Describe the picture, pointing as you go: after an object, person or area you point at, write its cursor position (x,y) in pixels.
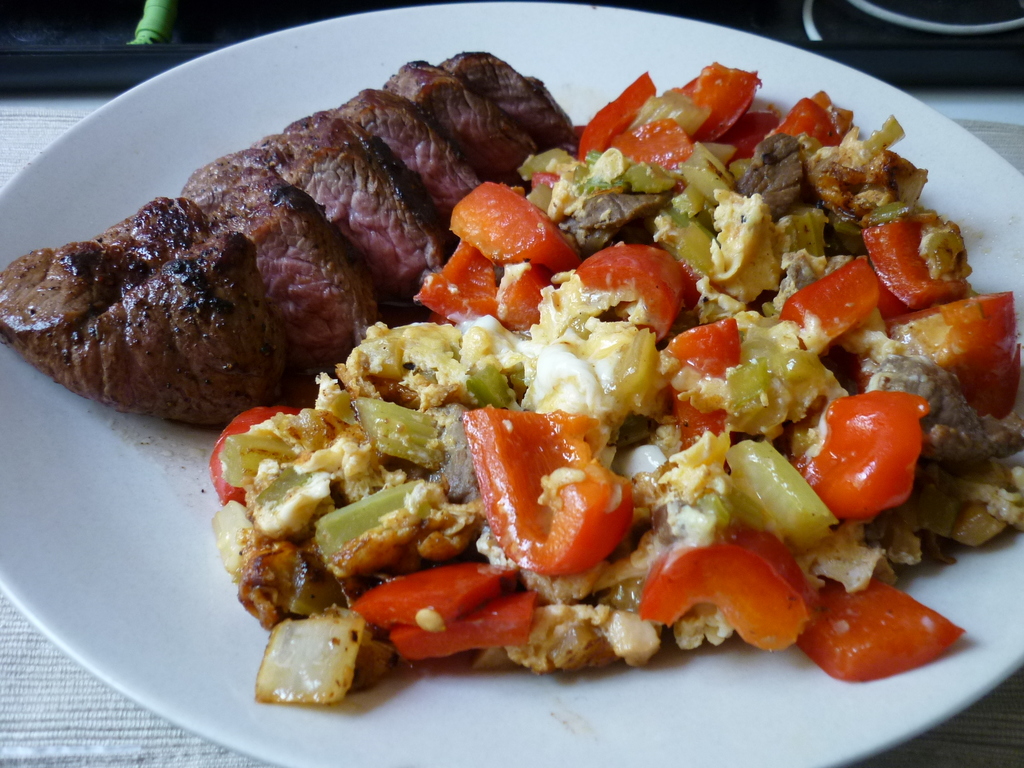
In this picture we can see a plate (528,697), on this plate (1005,615) we can see food items (301,198).
